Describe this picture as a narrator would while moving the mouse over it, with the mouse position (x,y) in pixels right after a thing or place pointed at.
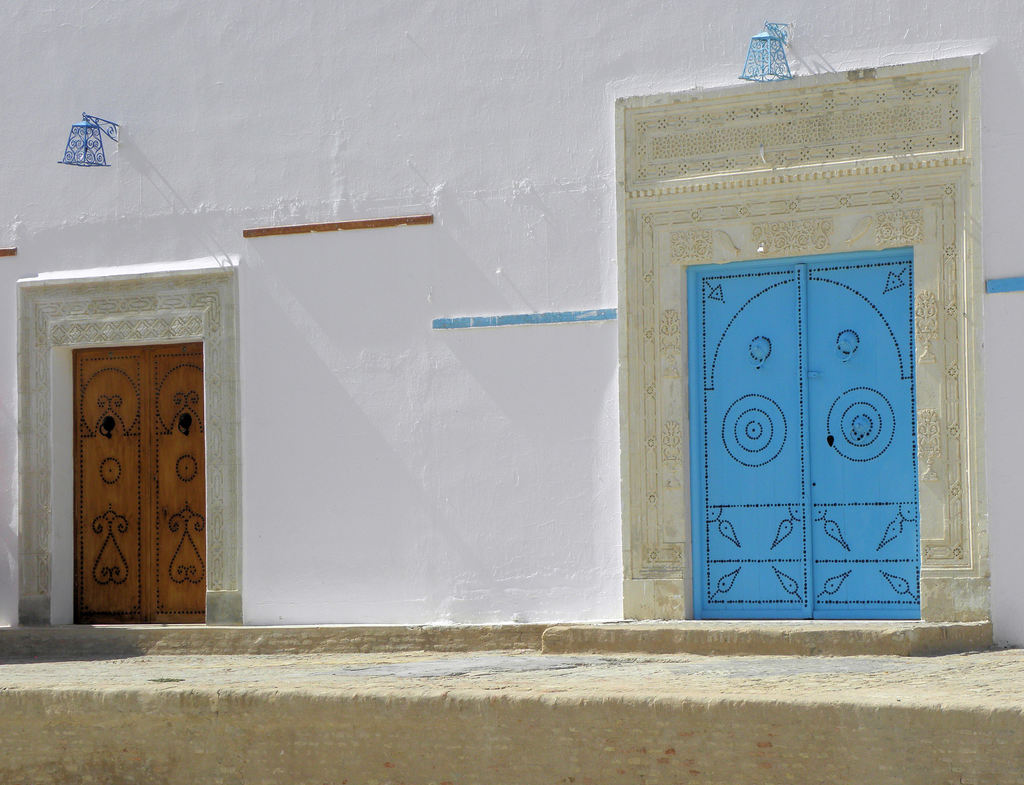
In the picture we can see a house wall (325,567) which is white in color and to it we can see two doors (136,600), one is brown in color and one door (792,274) is blue in color with some architecture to it and around the door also we can see some designs (38,415) and near the doors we can see a path (622,683) which is cream in color.
